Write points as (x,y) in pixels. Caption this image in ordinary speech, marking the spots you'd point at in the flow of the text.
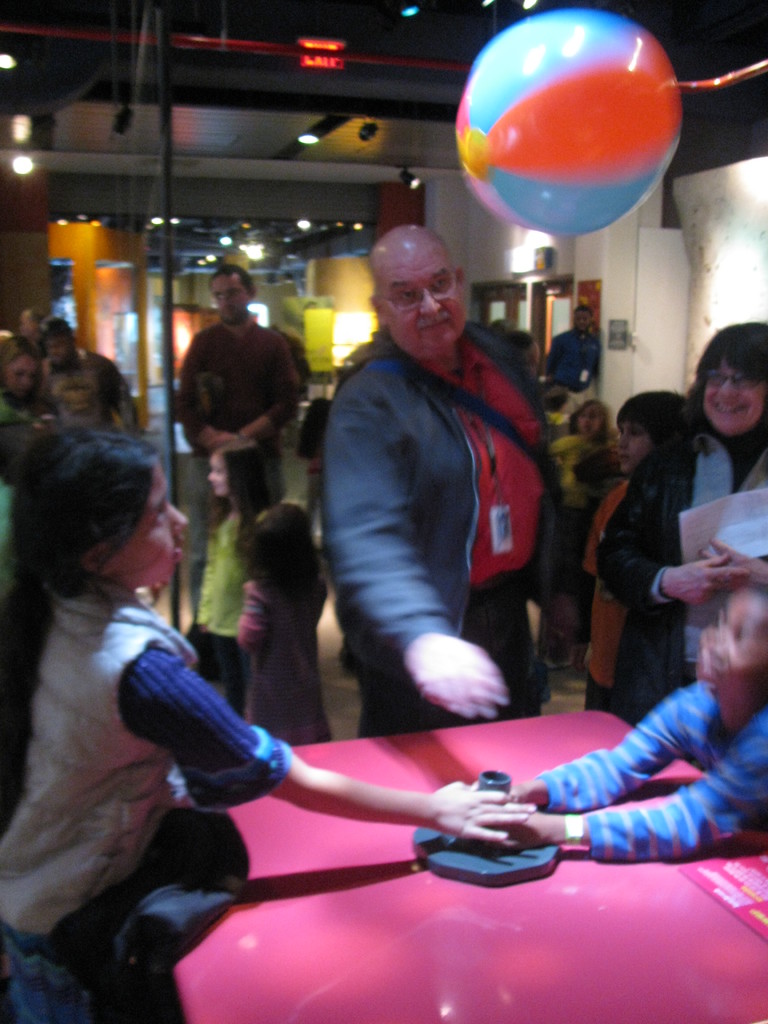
In this image we can see people (474,477) standing on the floor (333,643), electric lights (251,243) and decors (547,197).
